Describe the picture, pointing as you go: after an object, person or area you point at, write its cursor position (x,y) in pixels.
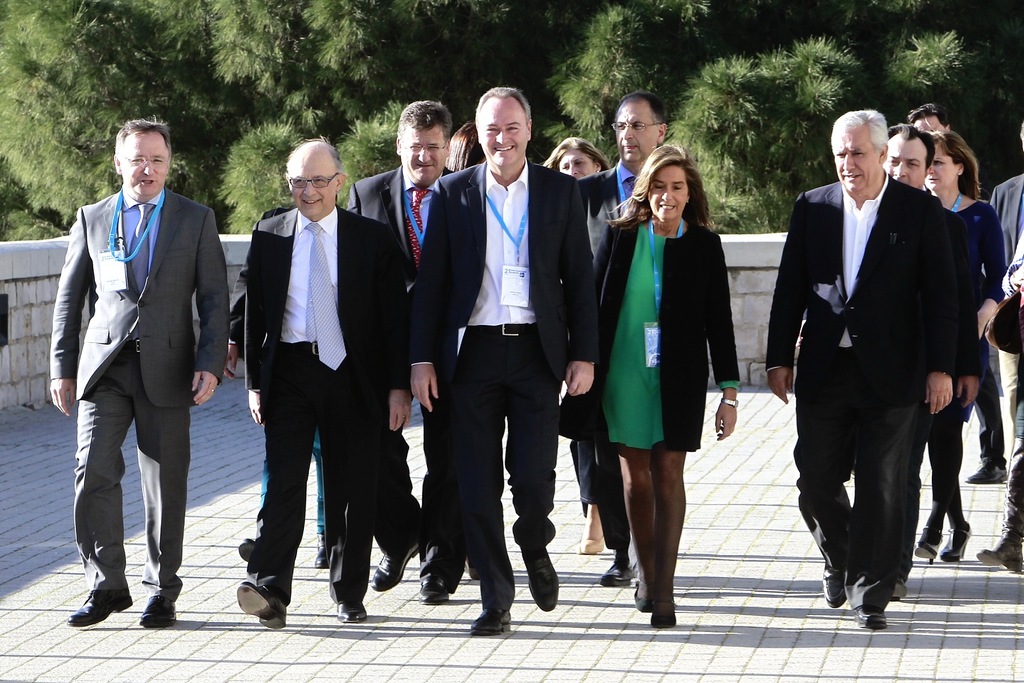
In the center of the image (466,444) there are people (466,444) walking on the road (453,617). In the background of the image (470,120) there are trees (456,109).
